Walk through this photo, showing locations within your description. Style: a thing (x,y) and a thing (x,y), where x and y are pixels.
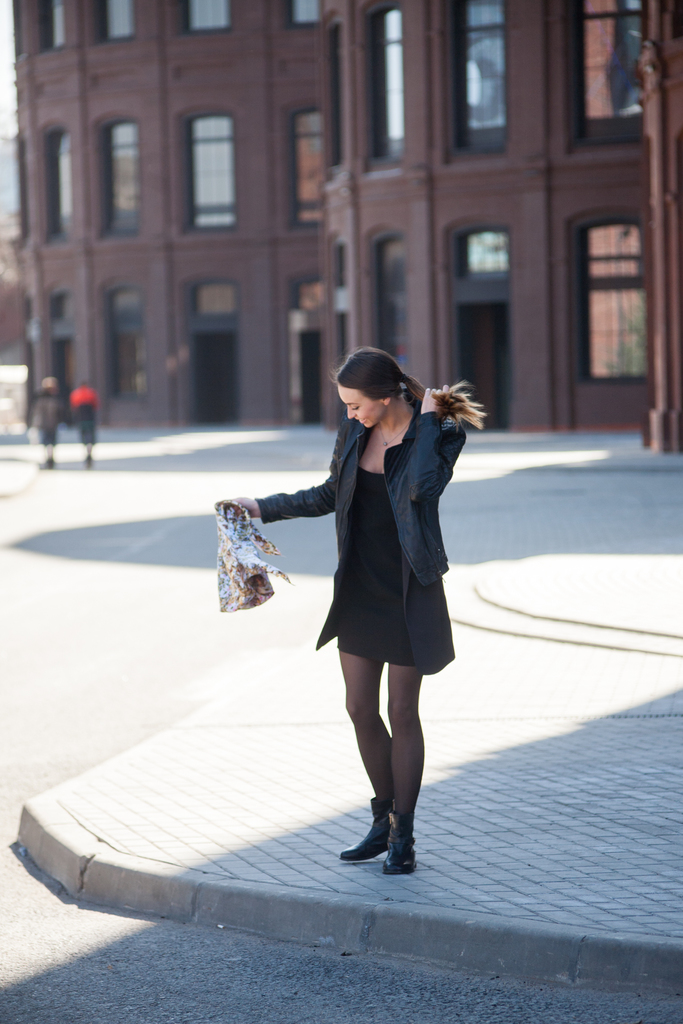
Here we can see a woman (408,864) on the platform (403,916). This is a road (142,615) and there are two persons (32,428). In the background (252,242) we can see a building (625,133).
